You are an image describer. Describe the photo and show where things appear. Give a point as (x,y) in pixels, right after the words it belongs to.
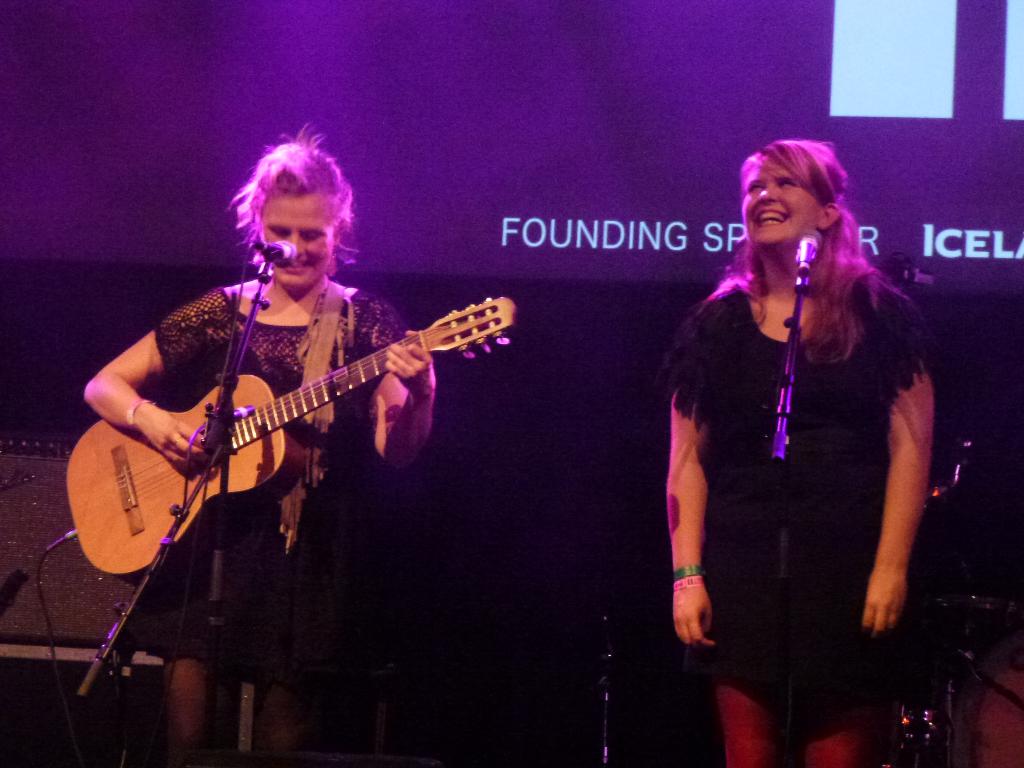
This is a screen (549,60). Here we can see two women (718,295) standing in front of a mike (775,447). She is playing guitar (81,466) and she is smiling.
